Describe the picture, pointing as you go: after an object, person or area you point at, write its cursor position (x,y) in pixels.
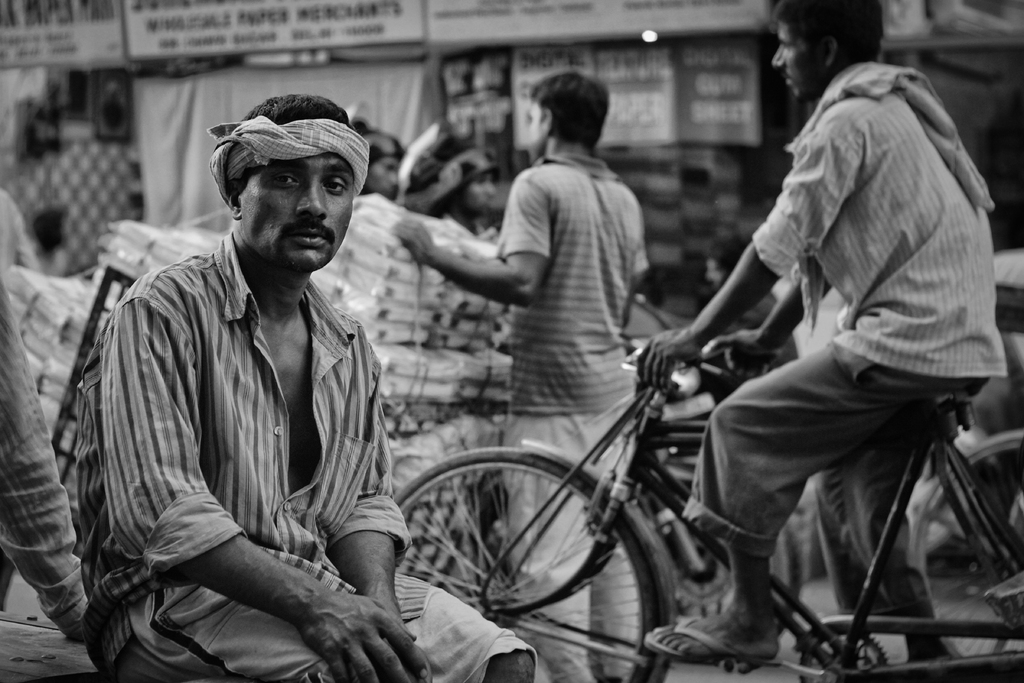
A black and white picture. This person (159,380) is sitting on a bench (63,669). This person (842,355) is sitting on a bicycle (651,583). This person (583,180) is standing and holding this things (374,230). These are boards (542,0).
